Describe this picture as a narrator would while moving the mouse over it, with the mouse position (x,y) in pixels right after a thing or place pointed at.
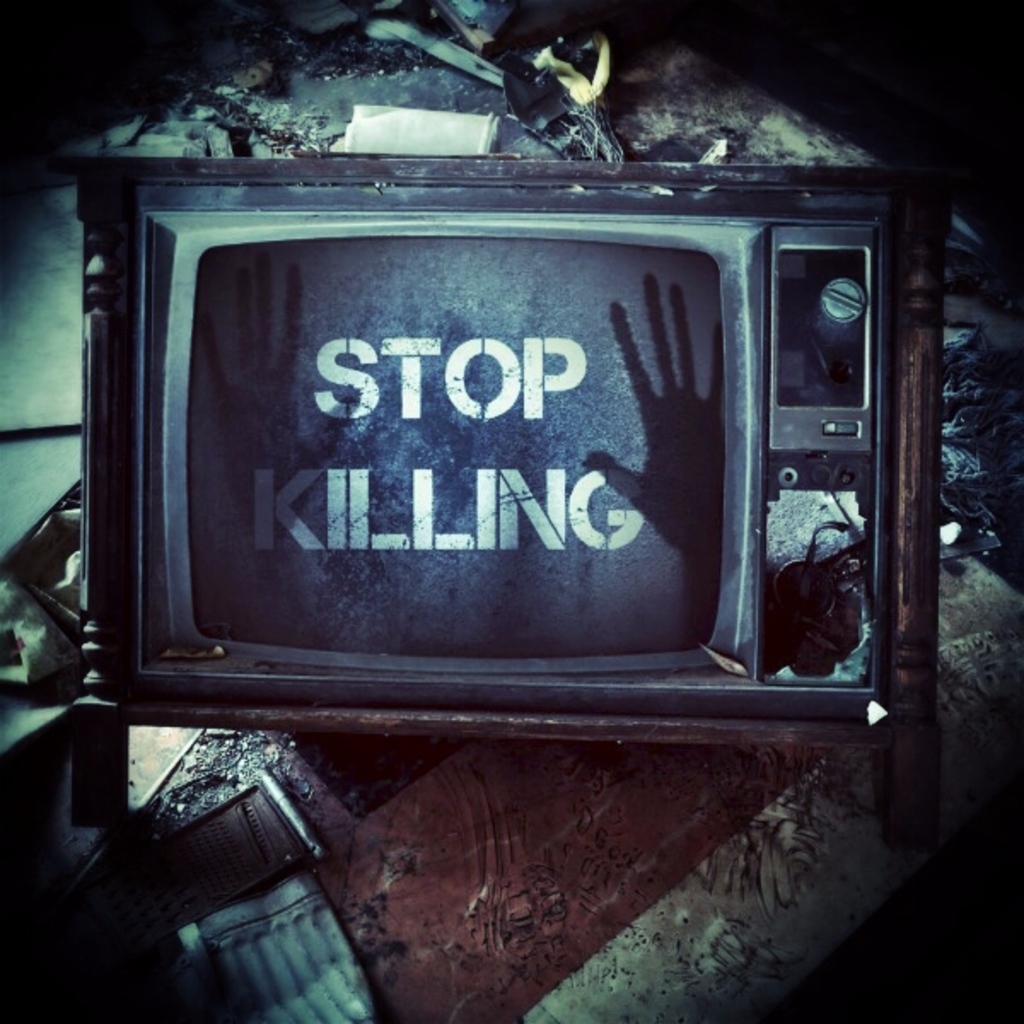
In this image there is a television (441,266). On the screen (397,375), I can see some text (481,532) and a person's hand (679,435). In the background (766,834) there are some other objects (286,858).
